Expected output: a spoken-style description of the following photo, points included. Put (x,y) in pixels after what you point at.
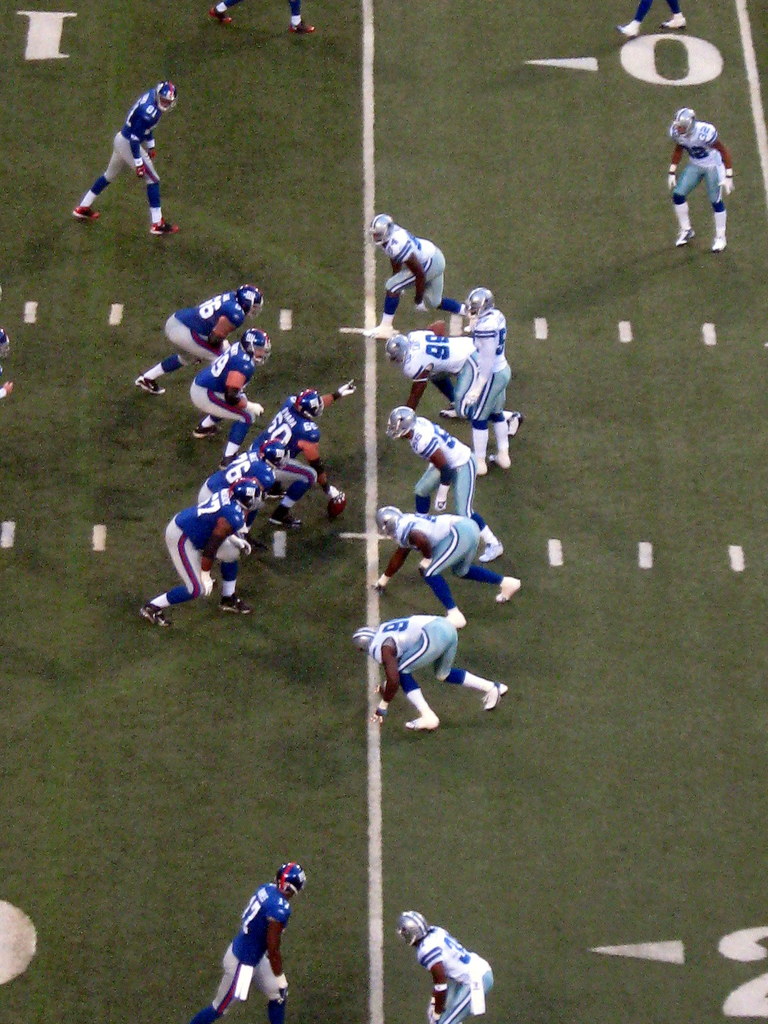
In this image, we can see a group of people (296,506) are playing a game on the ground (442,794). Here a person (329,486) is holding a ball (345,504).
